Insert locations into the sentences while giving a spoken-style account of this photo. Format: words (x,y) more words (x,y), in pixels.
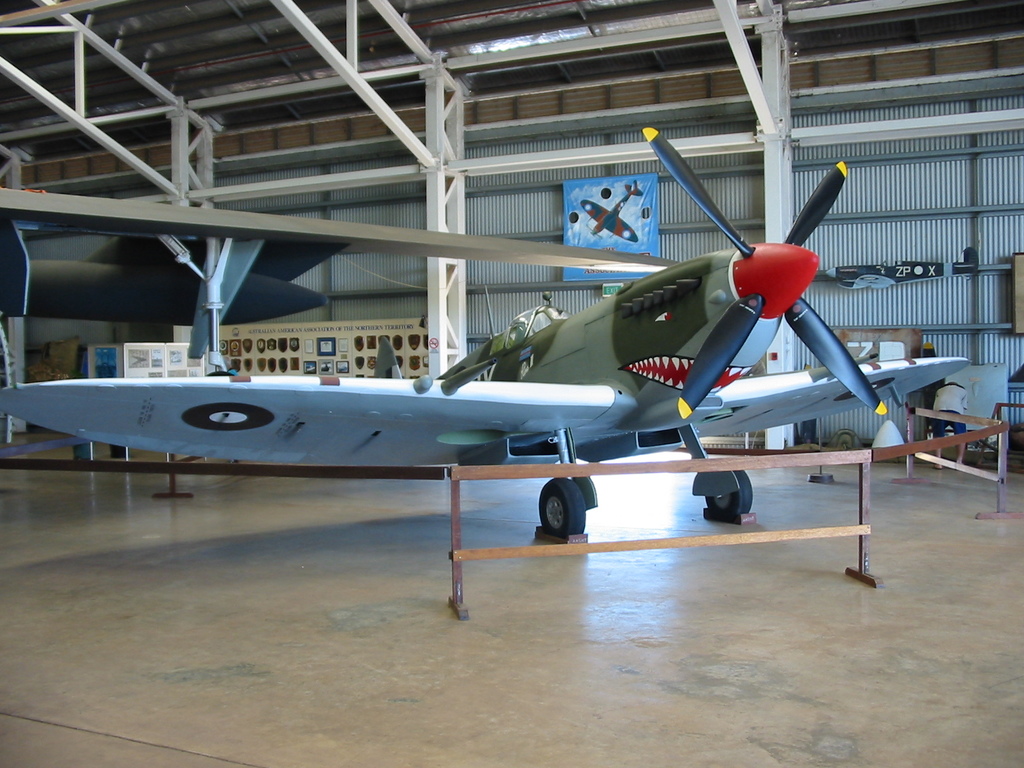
There is an aircraft (542,358). In the back (344,177) there are rods (330,177) and poles (439,122). Also there is a wall (559,205) with some posters (569,193) on it.
